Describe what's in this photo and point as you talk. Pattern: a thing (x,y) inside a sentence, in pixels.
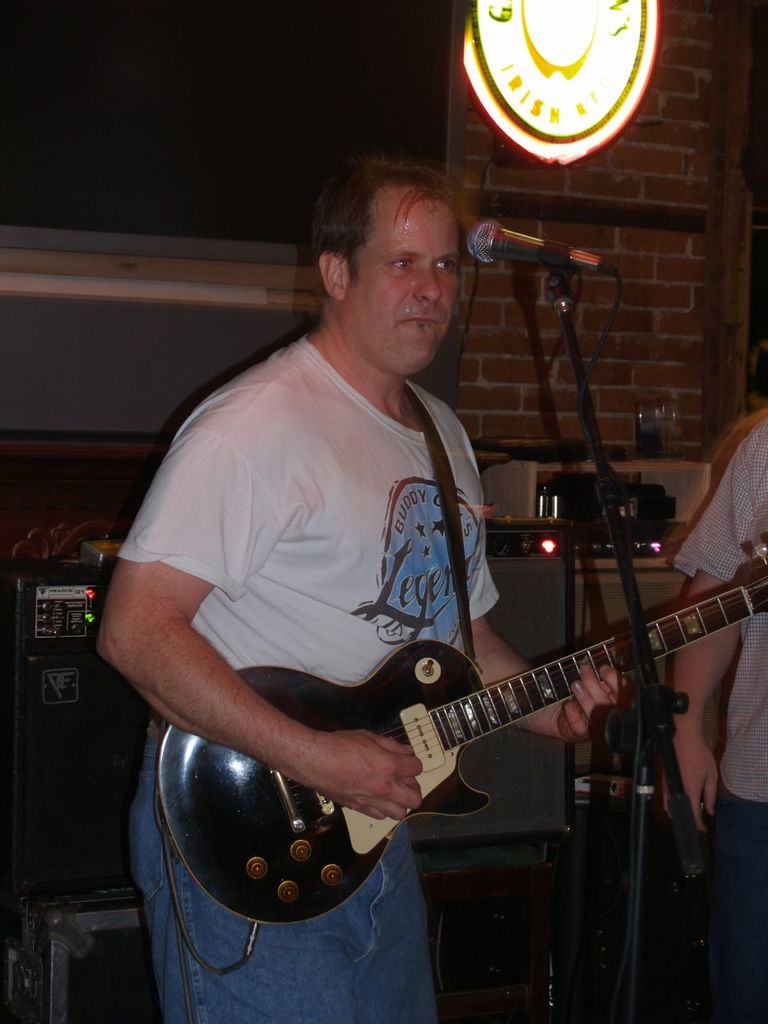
A man (328,1021) who wore a white color tee shirt (203,520) and blue jeans (134,801) is holding the guitar (741,612) and has a mike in front of him and some instruments (51,565) behind him.
